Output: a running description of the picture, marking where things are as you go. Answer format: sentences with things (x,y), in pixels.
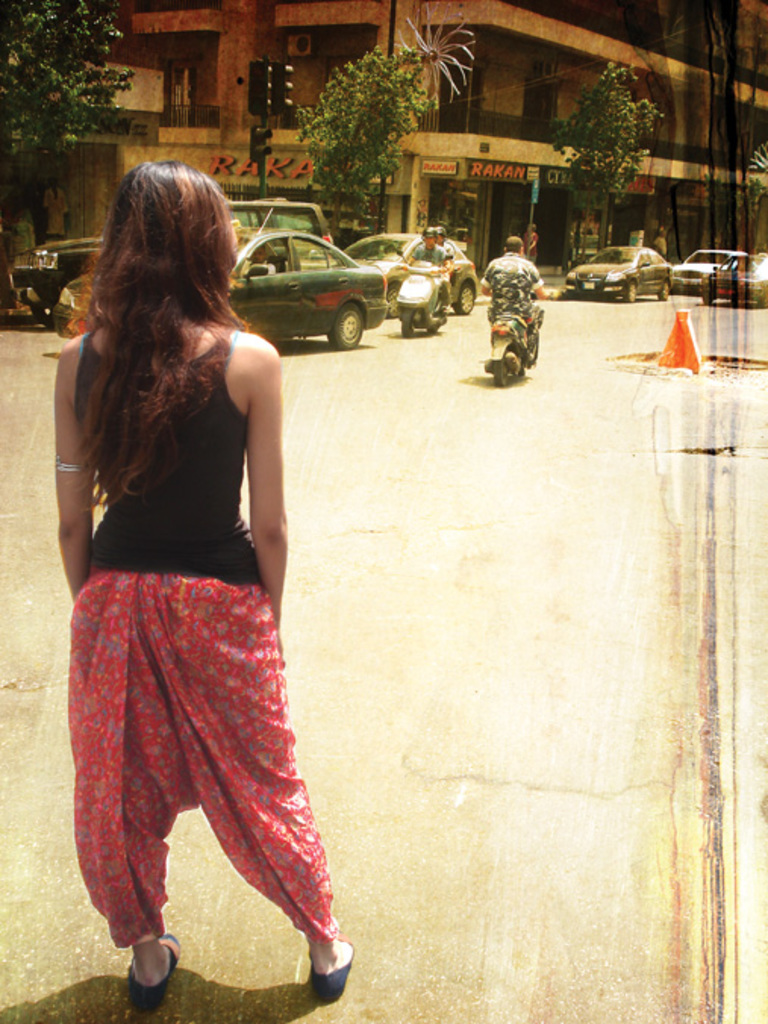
This picture shows few cars (763,275) and couple of motorcycles (496,336) moving on the road (559,432) and we see a woman (222,297) standing and we see few trees (87,43) and a building (748,74) and we see a cone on the road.
